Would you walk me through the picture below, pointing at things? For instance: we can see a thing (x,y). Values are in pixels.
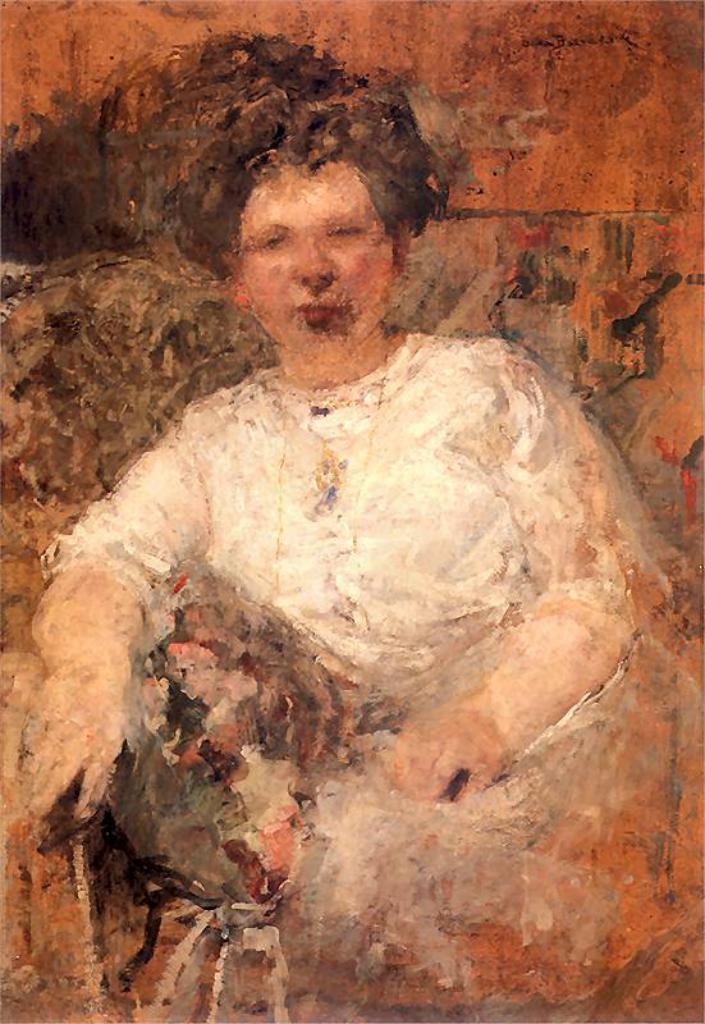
In this image I can see a painting (499,525) of a woman (442,451) wearing white colored dress (412,548). I can see the painting (358,622) is white, orange, black, cream and brown in color.
